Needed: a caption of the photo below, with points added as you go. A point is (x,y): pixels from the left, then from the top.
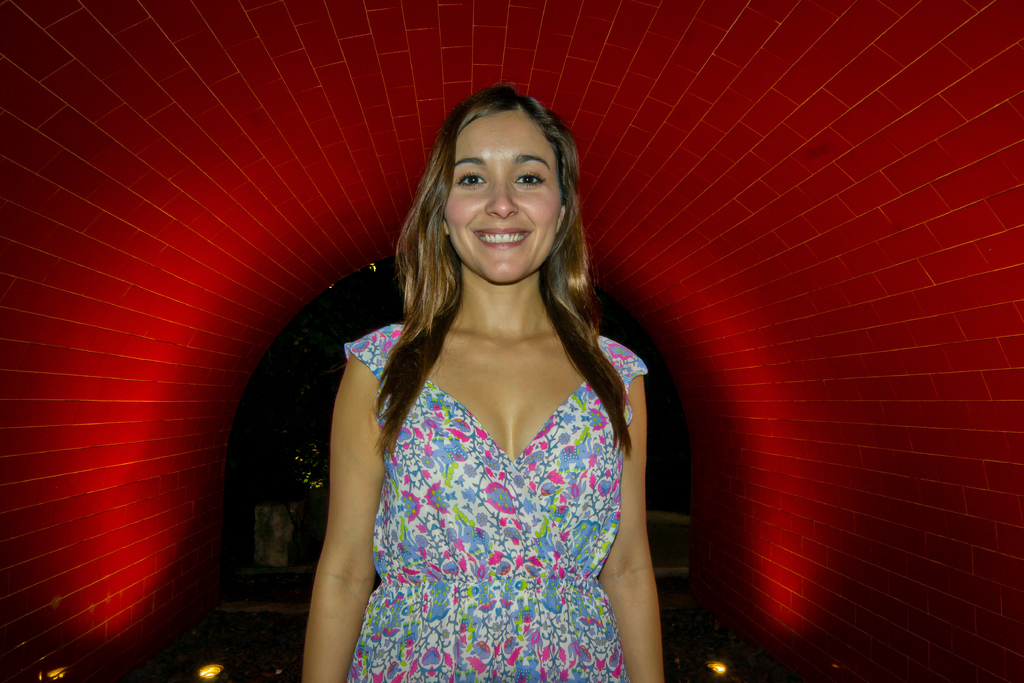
In this image we can see a woman (520,457). On the backside (232,363) we can see a wall (692,256).
